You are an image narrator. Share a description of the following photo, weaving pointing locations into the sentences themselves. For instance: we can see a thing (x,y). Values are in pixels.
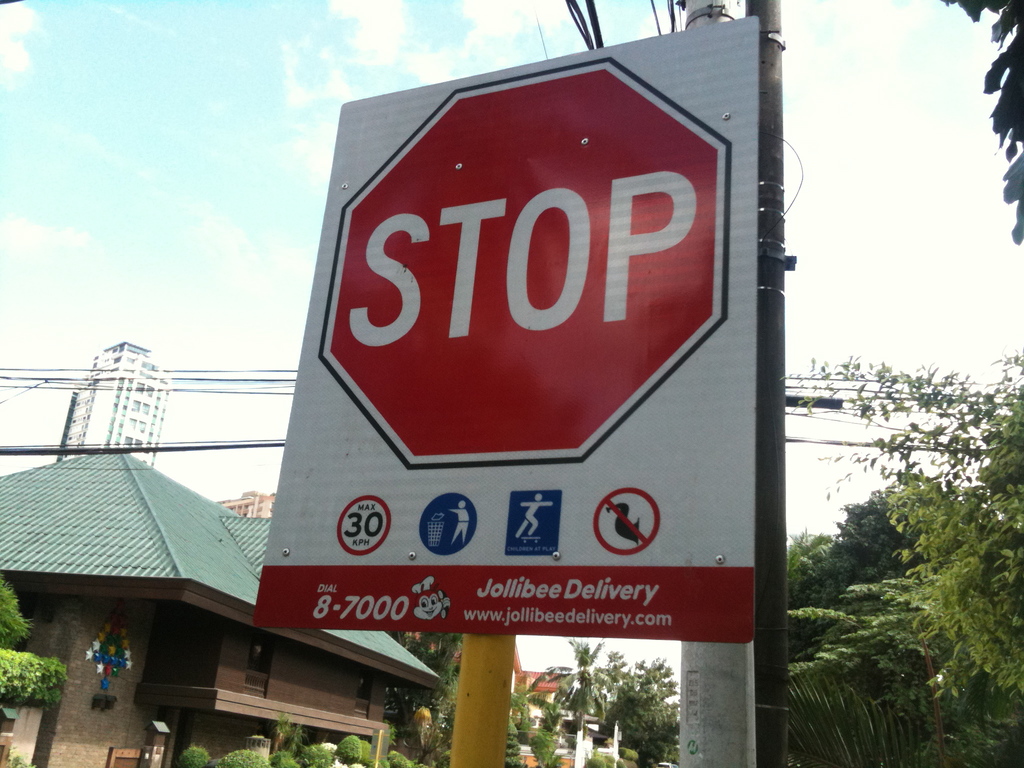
In this image I can see the black colored pole (771,663) and a yellow colored pole (487,641). I can see a board (656,436) which is white and red in color is attached to the pole (486,685). In the background (118,635) I can see few buildings (190,652), few trees (957,685), few wires (222,444) and the sky (325,130).
